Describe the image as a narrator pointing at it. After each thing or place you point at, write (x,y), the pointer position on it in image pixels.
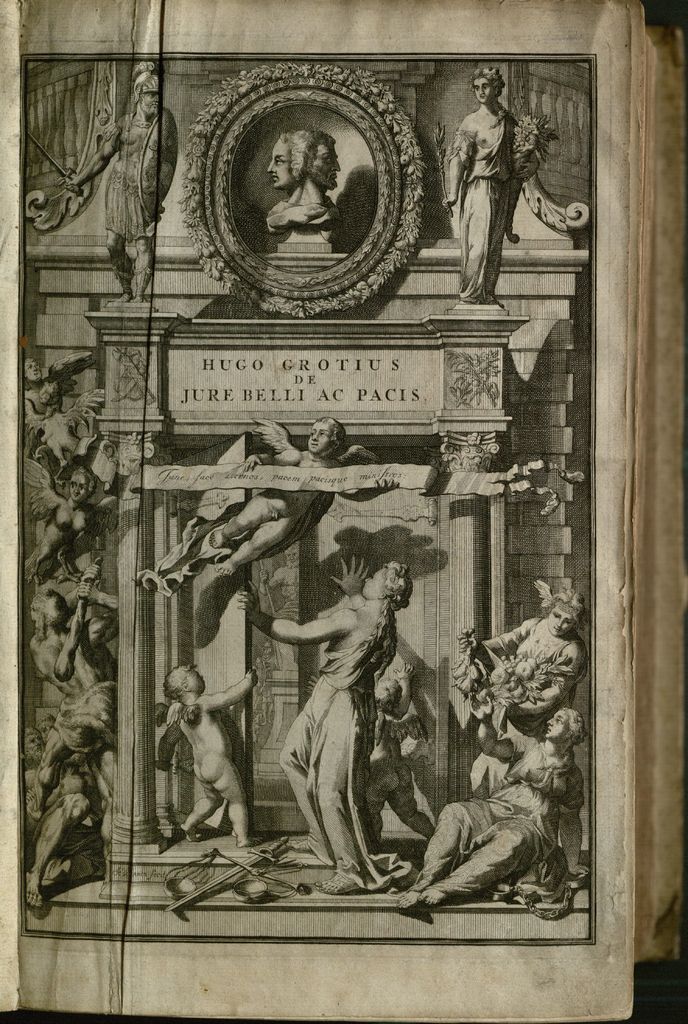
In this image there is a cover page (477,511) of a book (329,761). On the cover page (285,302) there is painting (296,548) of people (330,442) with wings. There are few texts (322,383) over here. Here there is a statue (322,223).
